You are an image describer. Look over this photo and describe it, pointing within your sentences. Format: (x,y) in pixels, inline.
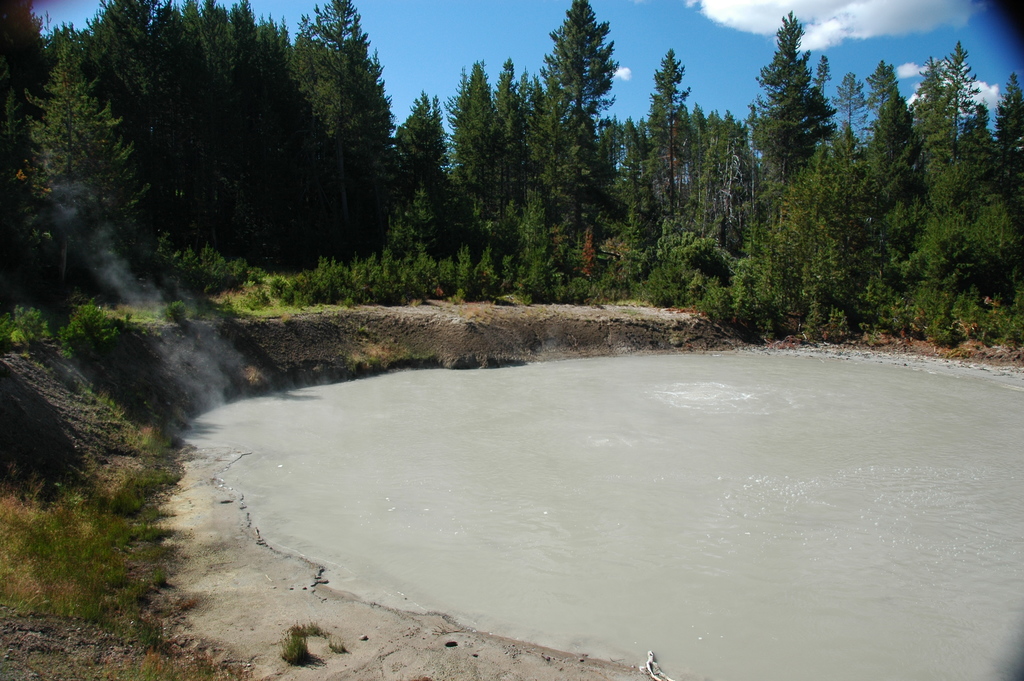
In this picture we can see small water pond (571,617) in the front (463,570). Behind there are some huge trees (604,187). On the top (635,99) we can see the sky (711,79) and clouds (757,26).
